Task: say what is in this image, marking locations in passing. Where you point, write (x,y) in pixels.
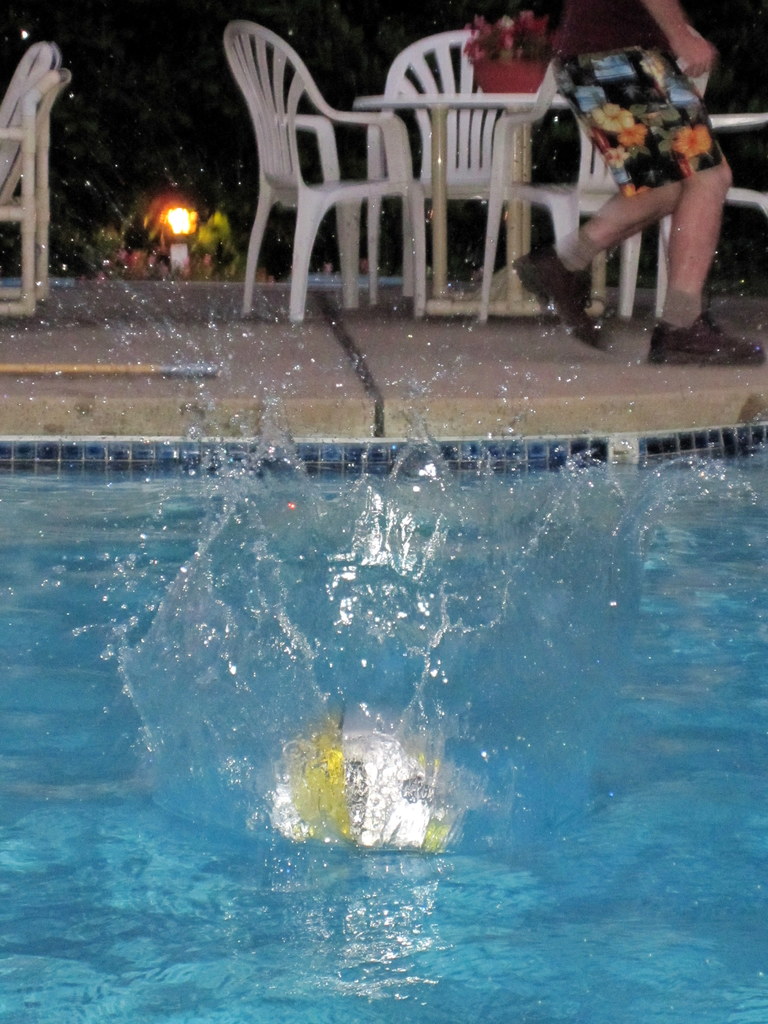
It is a swimming pool (371,529) something is dipped into the swimming pool (290,553) beside that on the path (415,375) there are few chairs (302,258) there is a person (639,208) who is running he is wearing brown color shoes (550,291), in the background (192,127) it is showing some light (183,223) and few trees (209,112).
